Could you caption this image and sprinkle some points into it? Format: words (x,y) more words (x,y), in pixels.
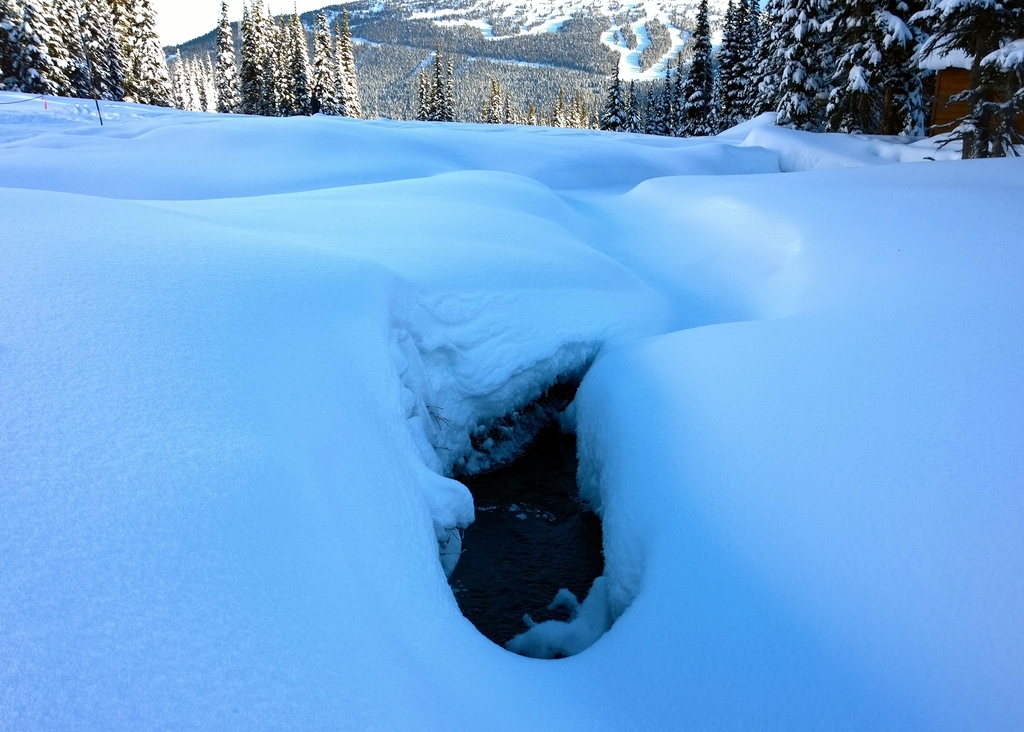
In this picture I can see the snow (537,637). In the background (505,0) I can see the trees (217,78) and mountain (592,85). In the top left corner (171,16) I can see the sky (171,11). In the top right corner (941,86) there is a hut (942,114).
